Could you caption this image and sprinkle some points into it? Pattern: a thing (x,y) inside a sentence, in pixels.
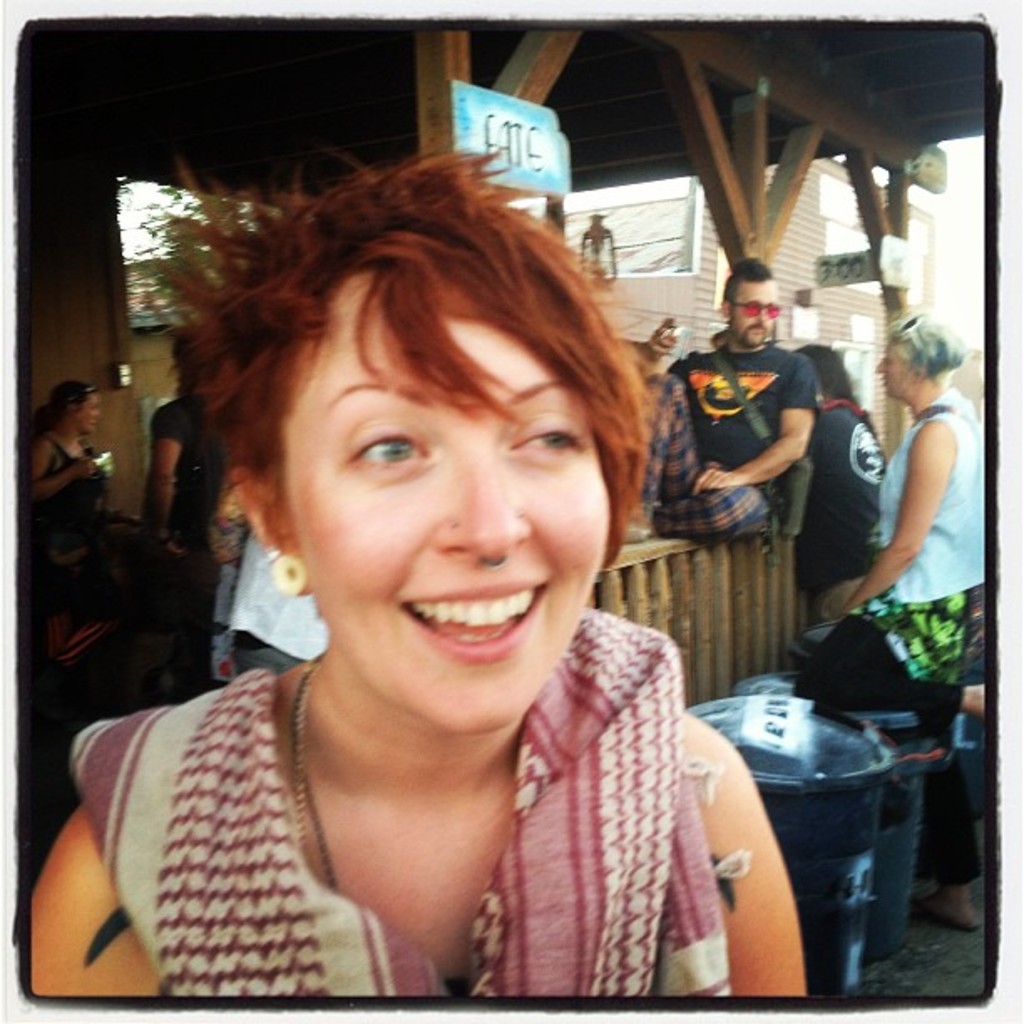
In this image, in the middle (662,667), we can see a woman (568,757). On the right side (950,764), we can also see another person (945,624) keeping one leg (946,774) on the floor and other leg (914,695) on the dustbin (911,742). On the right side (844,423), we can also see a group of people (801,374) standing in front of the wood grill (711,655). On the left side (158,442), we can also see a group of people (202,442). In the background (564,135), we can see a wood pole (540,88), board (529,145) and a lamp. At the top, we can see a roof (933,60).
